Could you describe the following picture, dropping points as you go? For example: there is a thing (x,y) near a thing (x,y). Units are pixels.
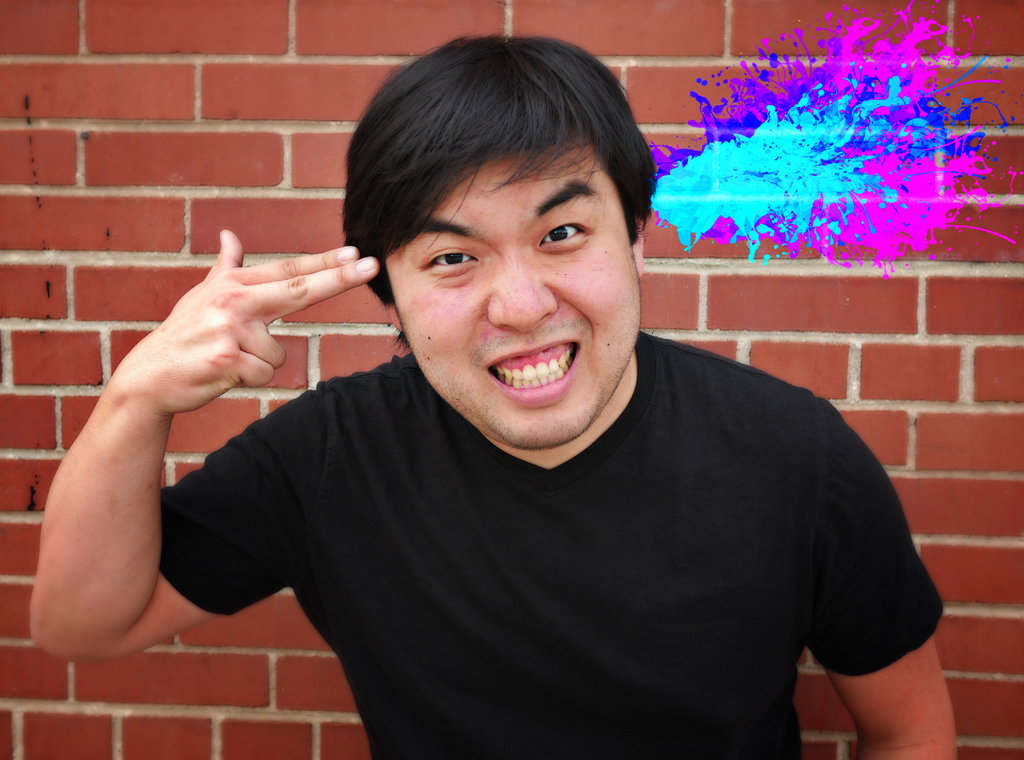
In this image we can see a man (647,620). He is wearing a black color T-shirt (640,334) and he is pointing out two fingers (283,309) of his hand (217,307) towards his head (409,227). In the background (251,174), we can see the brick wall (268,49). Here we can see the color paint (808,160) on the wall (278,240) on the right side (890,138).
